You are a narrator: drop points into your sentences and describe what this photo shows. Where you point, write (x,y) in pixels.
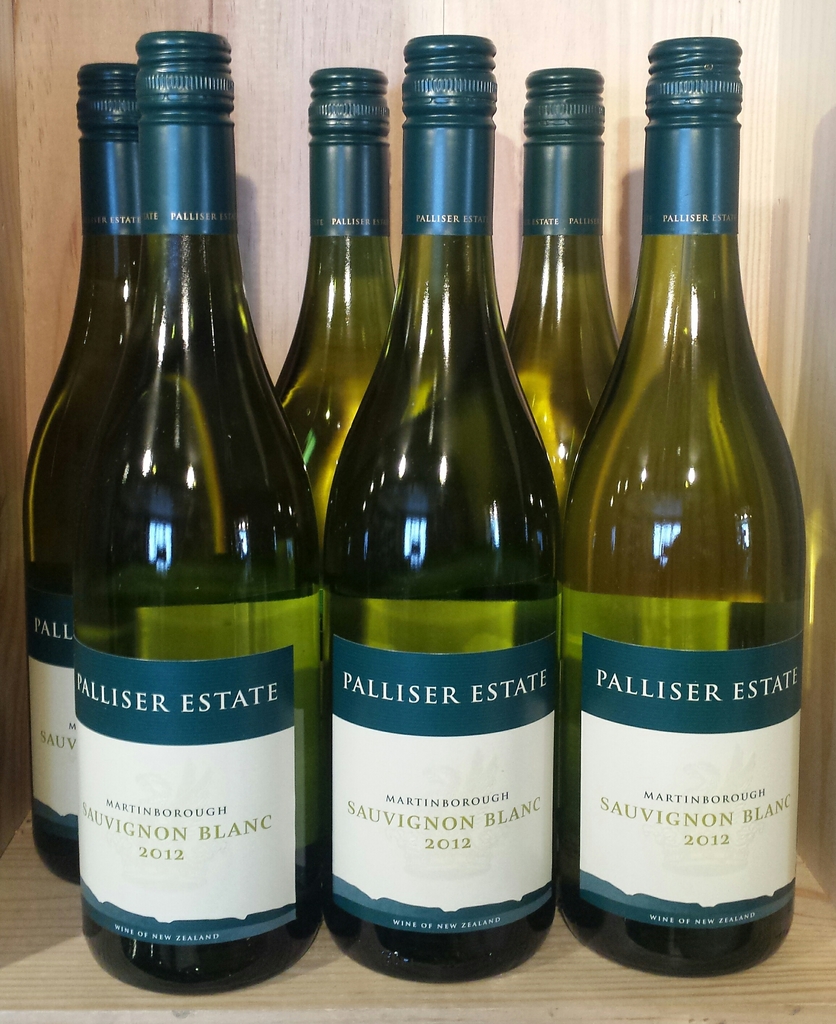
In the image we can see there are wine bottles (456,626) on which it's written year 2012. There are six wine bottles (508,682) kept on the wooden table (647,978).
